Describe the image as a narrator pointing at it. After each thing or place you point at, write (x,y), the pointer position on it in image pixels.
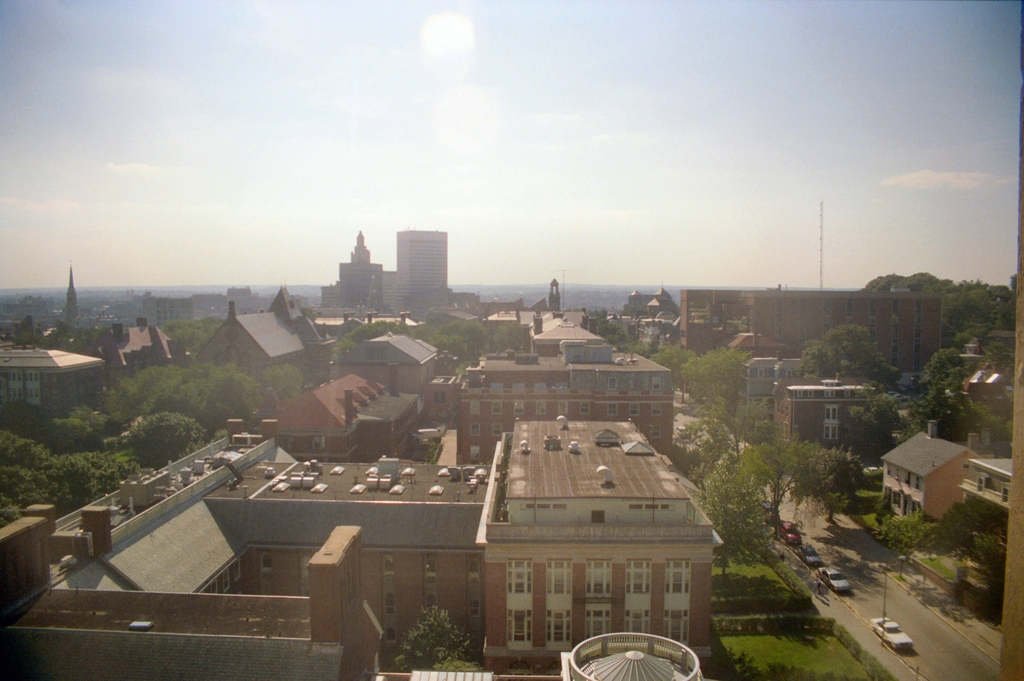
This is an outside view. At the bottom (538,478), I can see many buildings (362,387) and trees (201,446). In the bottom right-hand corner (828,582) there are few vehicles (897,640) on the road (922,626). At the top of the image (382,121) I can see the sky (266,63).
